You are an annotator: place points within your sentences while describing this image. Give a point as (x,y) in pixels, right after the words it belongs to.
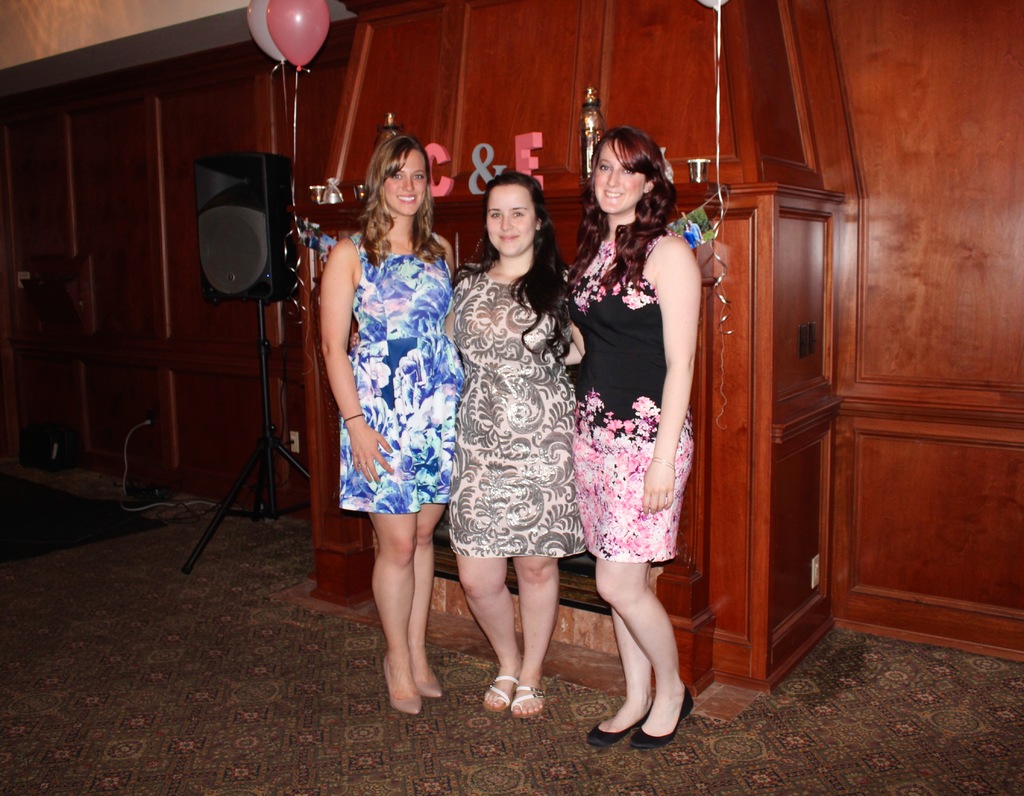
In this image there are three women (571,339) standing with a smile on their face (502,252), behind them there are many objects (583,156) in the wooden structure (632,50), beside that there is a speaker (257,294) and balloons (265,52).
